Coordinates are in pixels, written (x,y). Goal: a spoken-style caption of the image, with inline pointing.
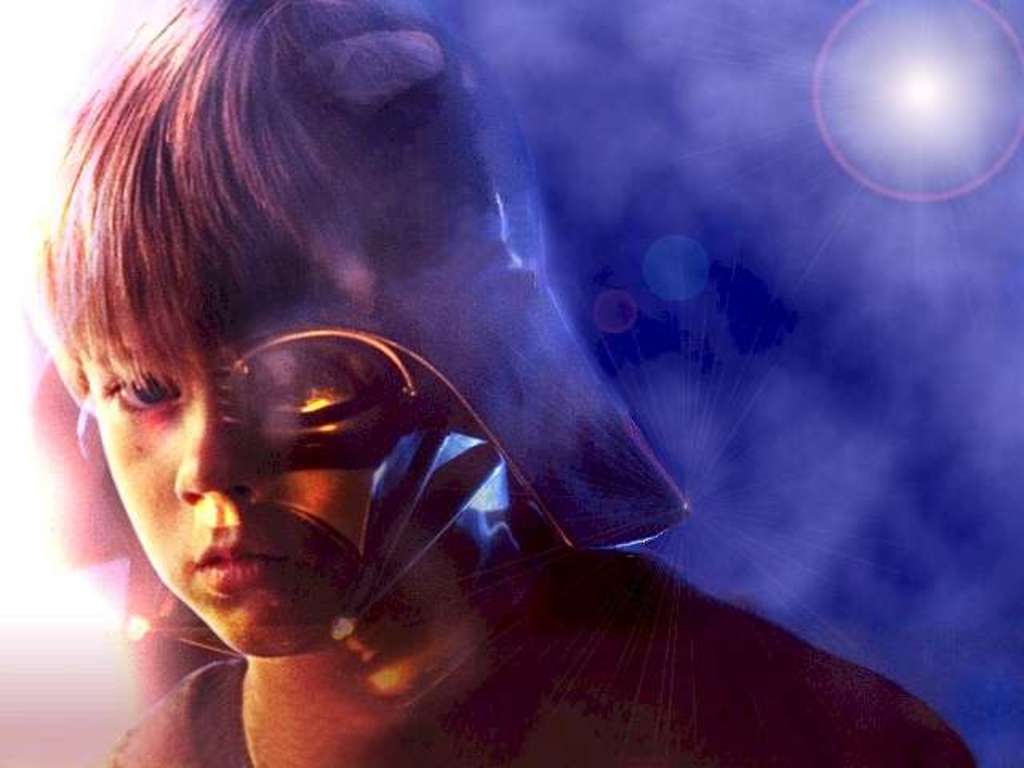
This is an animated image. On the left side (304,29), there is a person (332,160). On the top right (896,50), there is a light (898,114).
